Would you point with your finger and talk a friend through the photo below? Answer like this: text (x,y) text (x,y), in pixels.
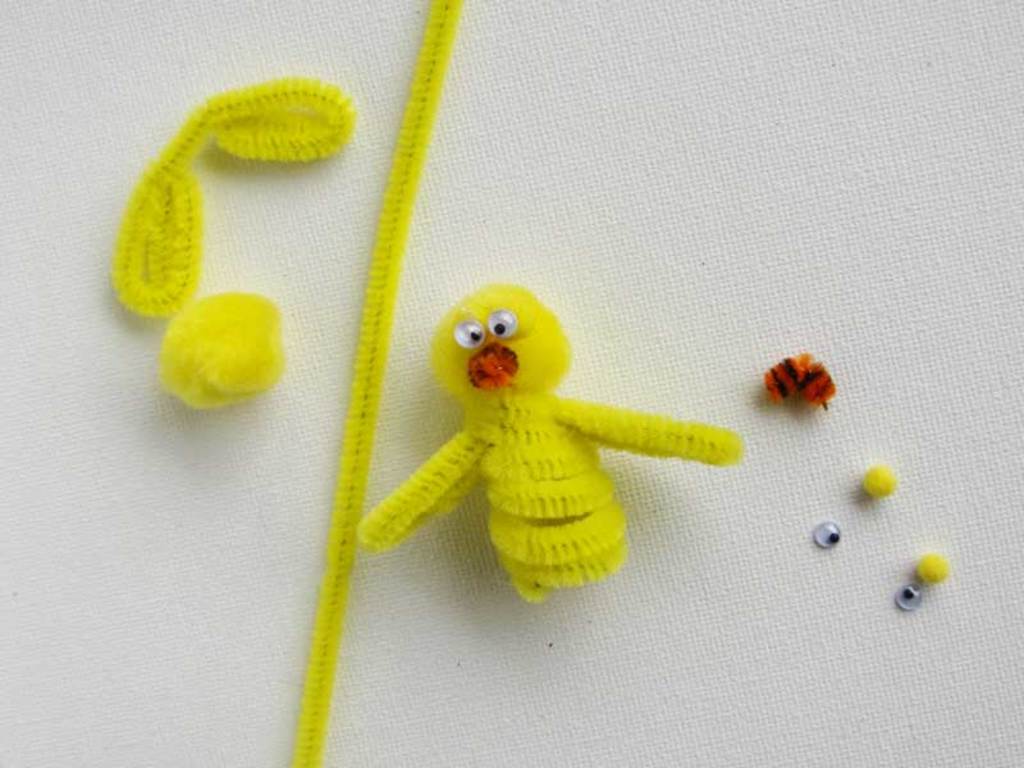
Here we can see craft (581,408) on the white color cloth (598,317).
